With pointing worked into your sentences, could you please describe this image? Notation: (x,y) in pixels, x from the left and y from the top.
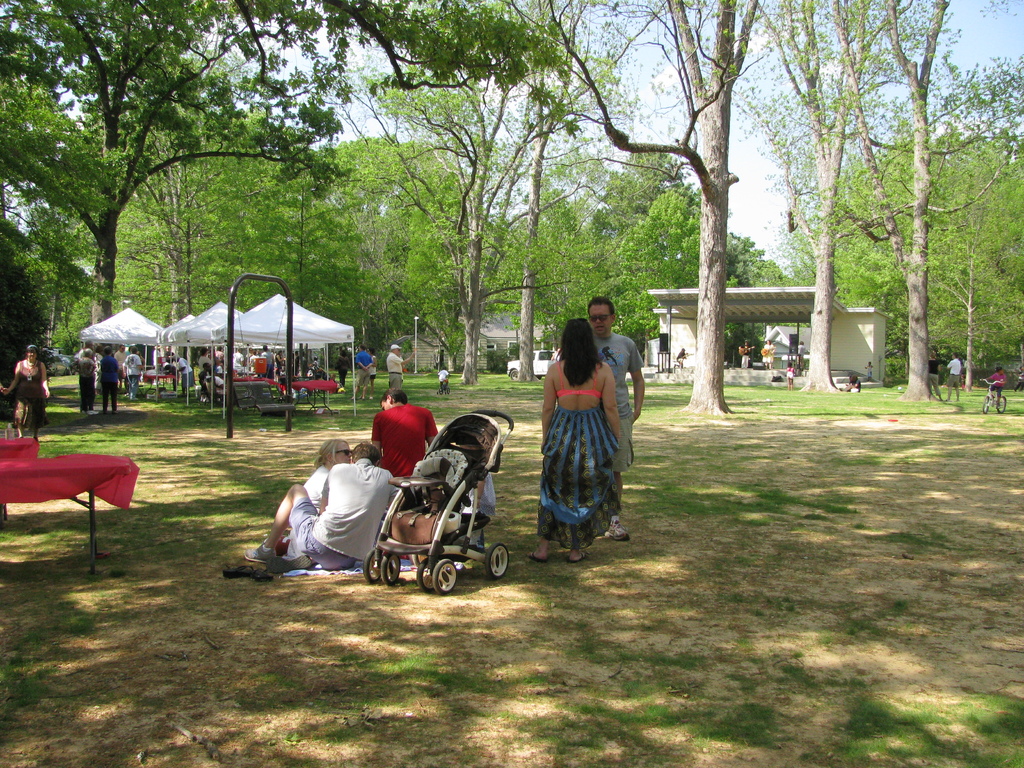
In this image I can see there are so many trees (998,282) and some people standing under the tent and some sitting on the ground (392,647) beside the trolley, beside them there is a stage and vehicle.
